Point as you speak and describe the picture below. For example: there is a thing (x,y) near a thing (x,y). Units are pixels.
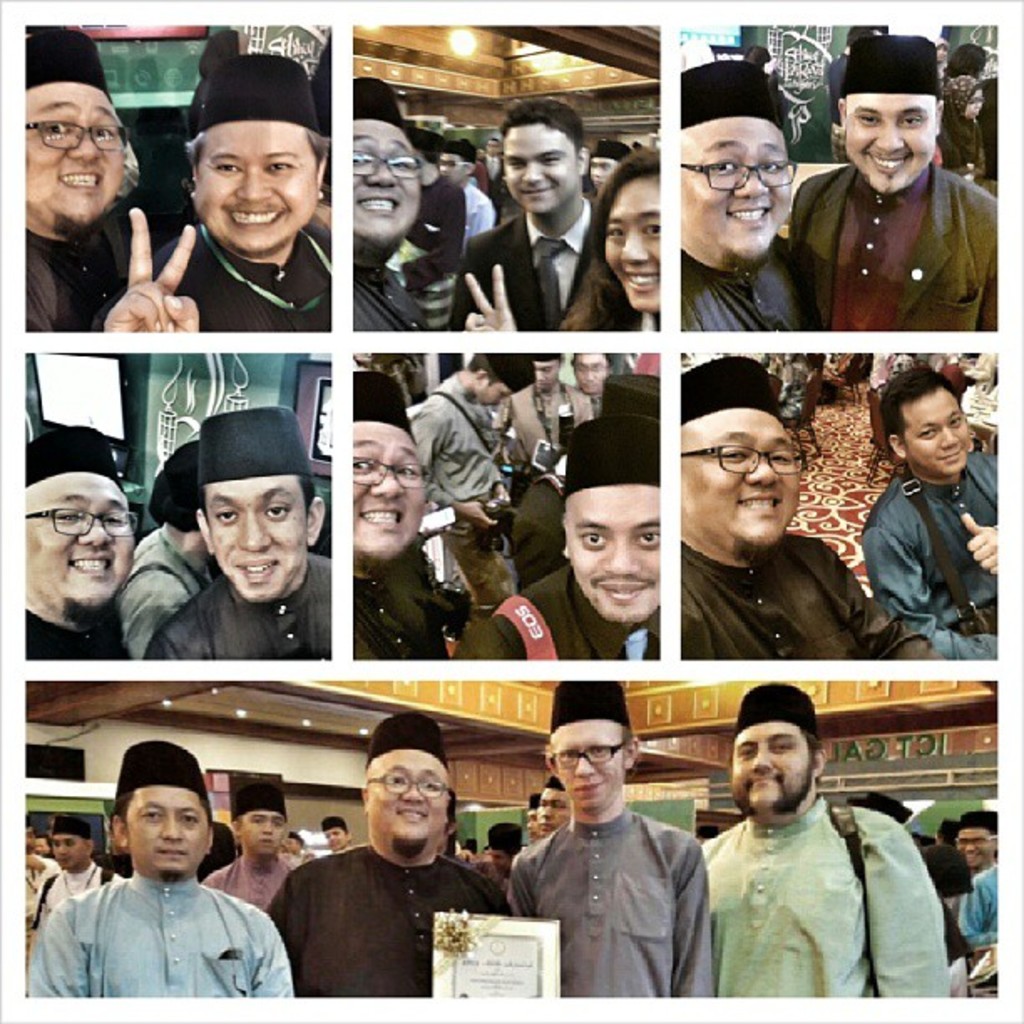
In this image there is a collage of photos. Bottom of the image (664,858) there are few persons (557,742) wearing caps (776,694). Before them there is a frame (511,982) having some text (508,962) on it.
